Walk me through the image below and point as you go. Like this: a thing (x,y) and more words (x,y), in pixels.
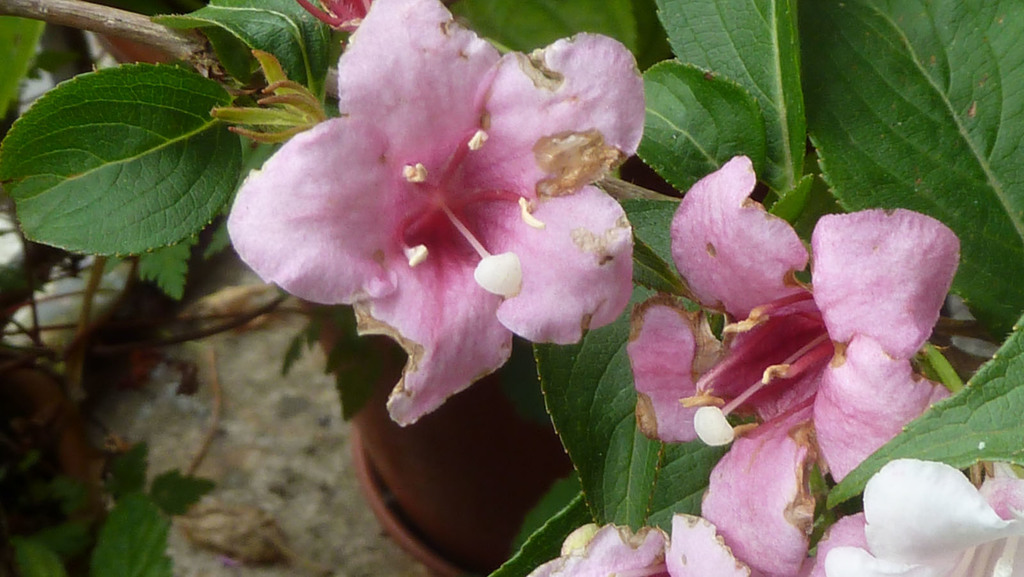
In this image we can see there are some flowers (705,231) and leaves (574,22).
